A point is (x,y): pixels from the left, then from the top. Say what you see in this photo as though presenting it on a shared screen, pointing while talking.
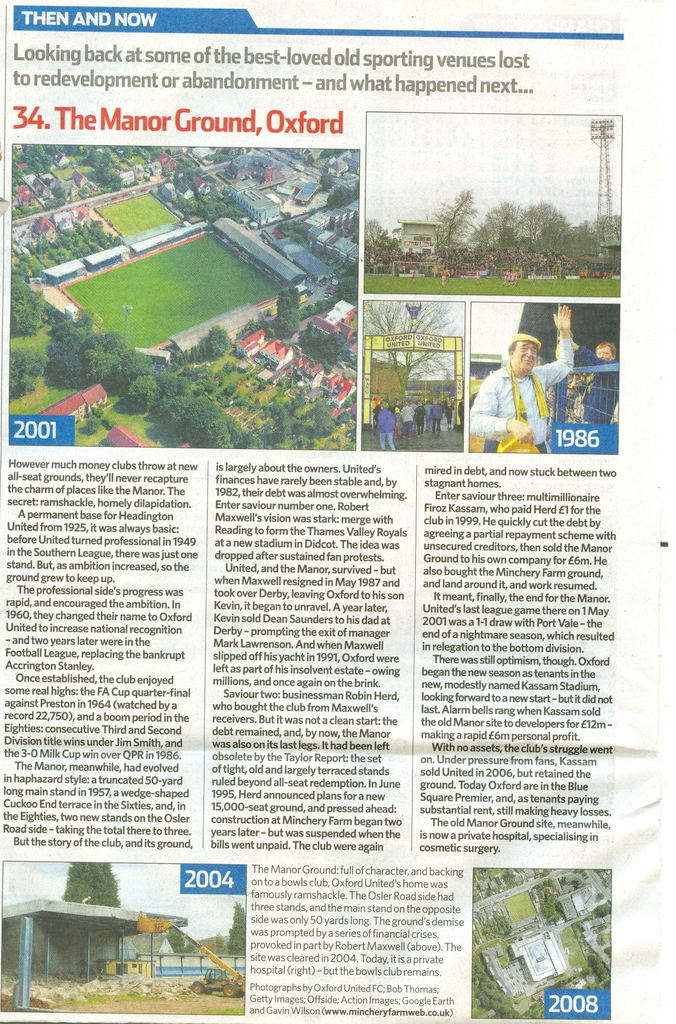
It is the picture of a paper (413,312) and some information (246,557) and images (154,250) are mentioned in that paper (184,253) regarding a ground (202,247).
